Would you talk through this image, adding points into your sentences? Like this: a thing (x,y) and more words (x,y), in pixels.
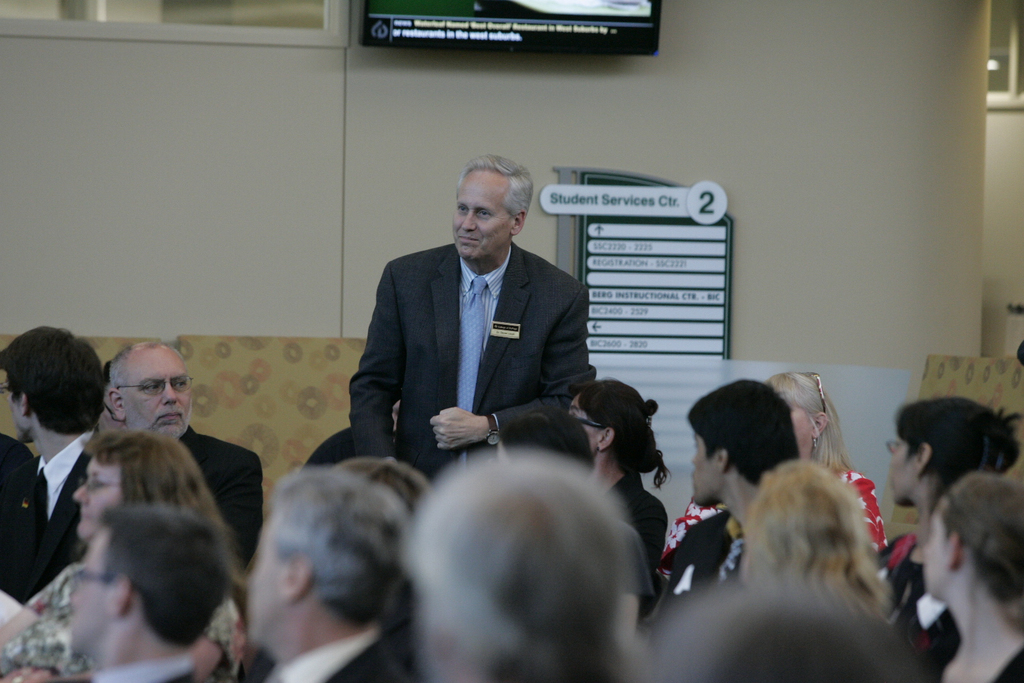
In this picture we can see a group of people (153,429) where a man (436,278) wore a blazer (442,296) and a tie (478,344) and standing and smiling and in the background (10,207) we can see a television (395,6), name boards (716,230), wall (685,181).
